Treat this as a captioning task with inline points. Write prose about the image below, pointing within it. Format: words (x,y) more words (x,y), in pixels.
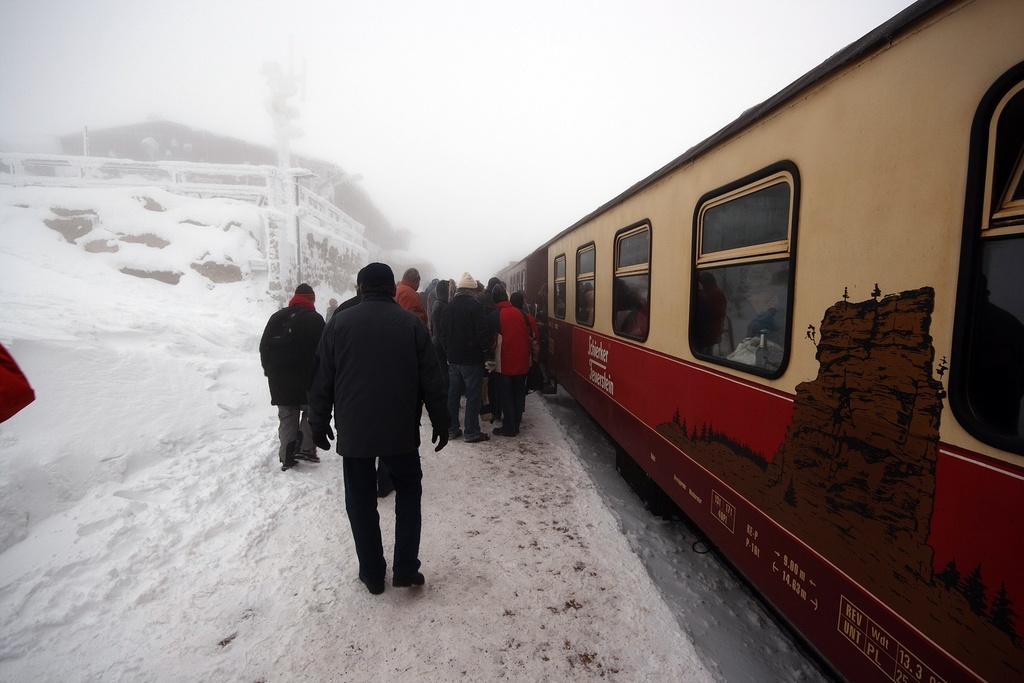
In this picture I can observe some people (372,390) walking on the platform (309,606). There is some snow (191,366) on the land (177,393). On the right side (748,320) I can observe a train (680,330) on the railway track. In the background (533,243) I can observe snowfall (329,137).
